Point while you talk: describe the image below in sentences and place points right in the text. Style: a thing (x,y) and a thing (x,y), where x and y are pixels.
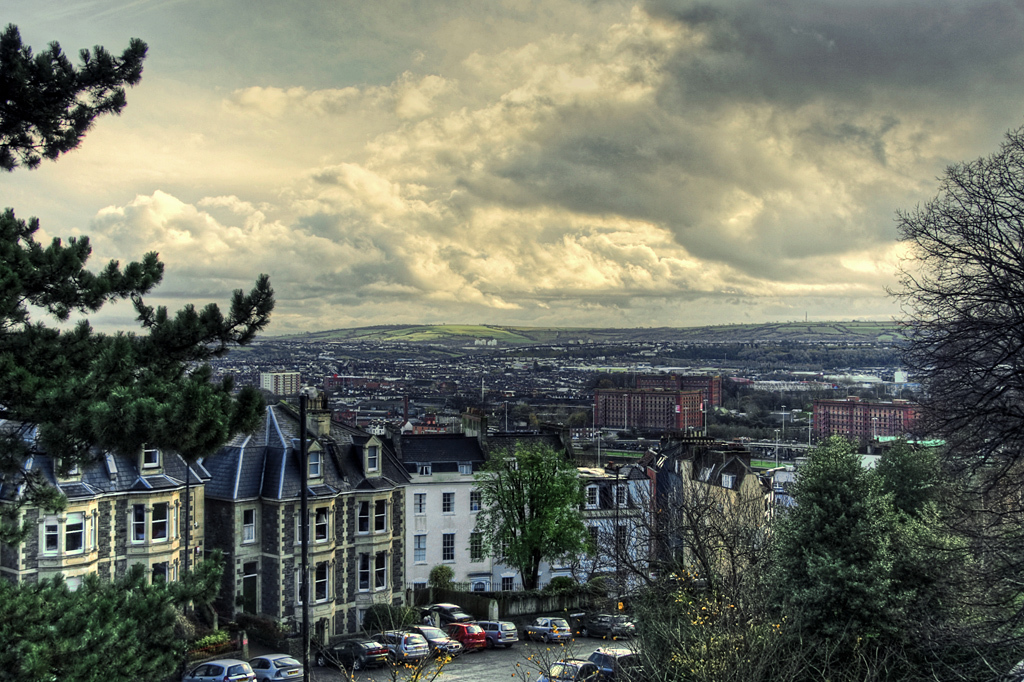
In this image, we can see buildings (635,477) and some trees (175,388). There are vehicles (547,620) at the bottom of the image (448,617). There are clouds (429,152) in the sky (412,163).
